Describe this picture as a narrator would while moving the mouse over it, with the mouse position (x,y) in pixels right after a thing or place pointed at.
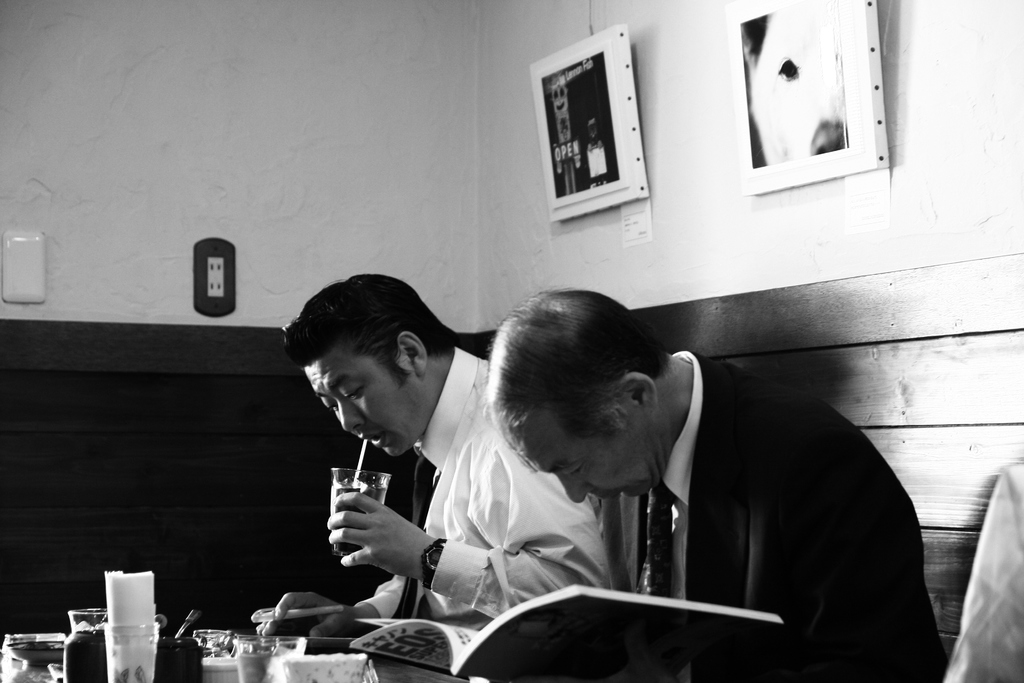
In the center (572,423) we can see two persons (510,450) were sitting around the table (305,653). On the table (269,665) we can see some objects (239,633). Coming to background (844,131) we can see wall (614,233) and photo frames (763,118).
